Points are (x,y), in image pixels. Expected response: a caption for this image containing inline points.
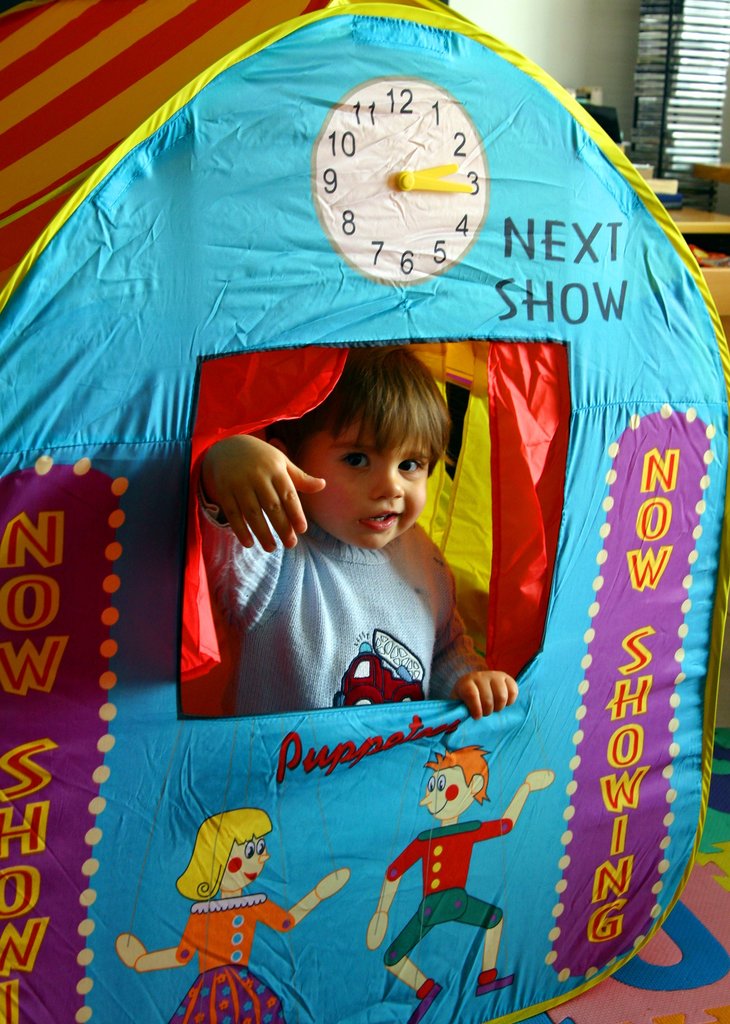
In this image I can see a tent house (362,271) in multi color. I can see a clock (371,182) and cartoons (195,906) on it. One person (381,491) is inside and wearing ash color dress (351,588). Back I can see few objects (656,112) and white wall (549,41).
